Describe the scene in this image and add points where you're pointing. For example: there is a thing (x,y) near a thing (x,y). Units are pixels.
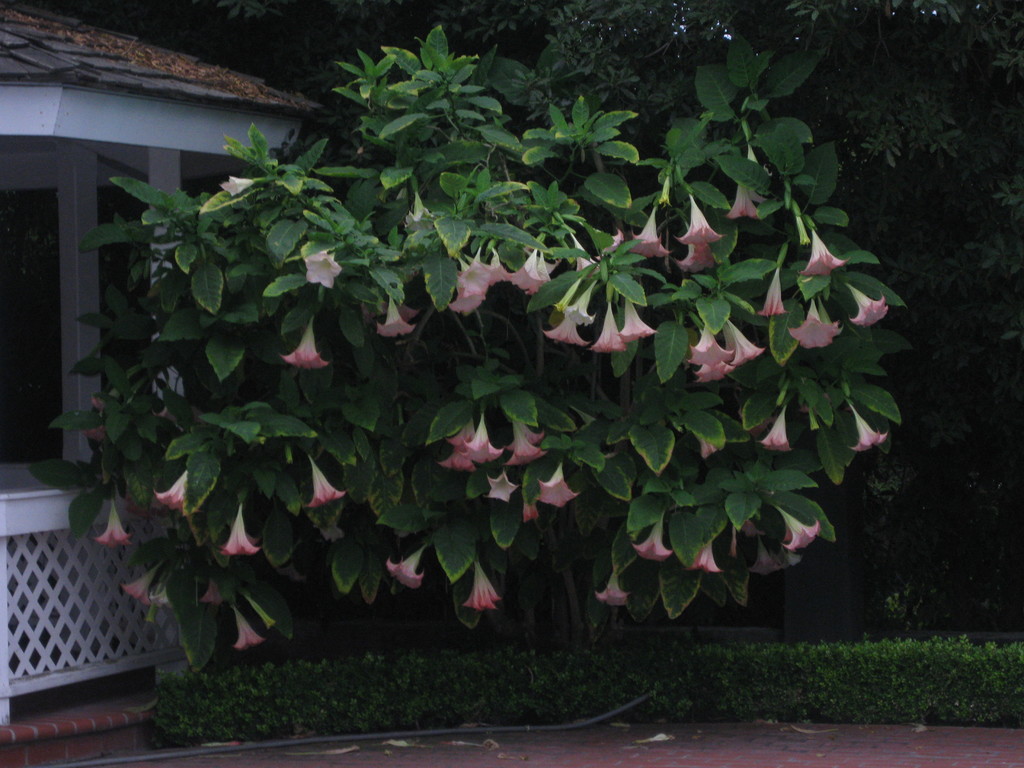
In the foreground of this picture (544,468), there are flowers (709,449) to the plant (654,367). On the bottom side (813,647) there are plants (890,647). On the left (62,444), there is a shed (91,332). In the background (191,18), there are trees (1015,34).
